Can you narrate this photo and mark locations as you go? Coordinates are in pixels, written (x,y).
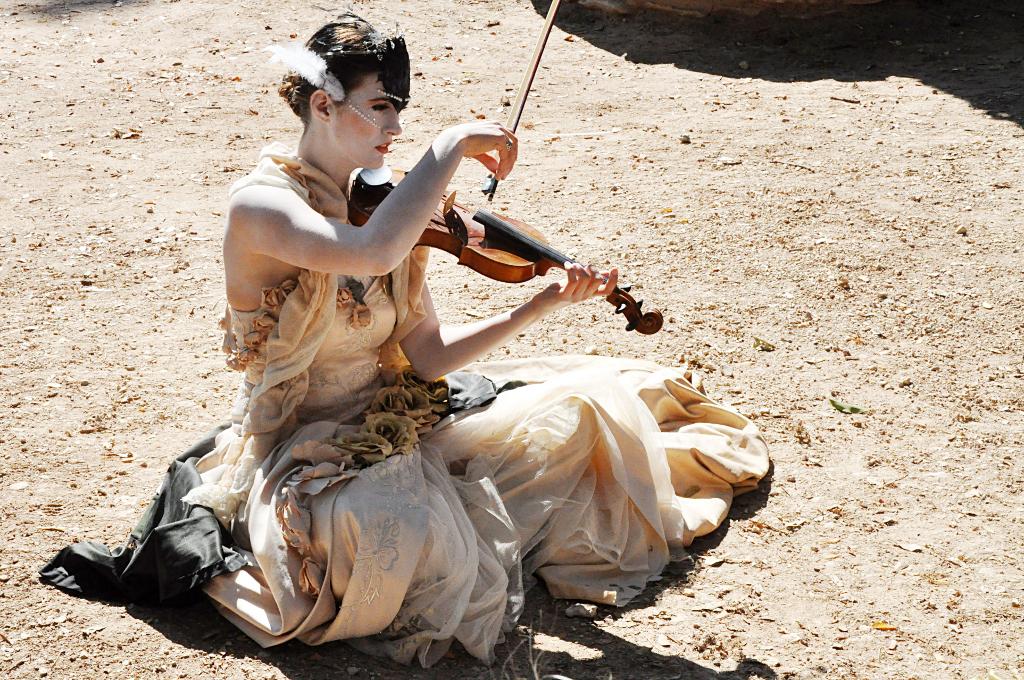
In this image we can see a lady (415,386) playing a violin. At the bottom of the image (837,586) there is ground (753,650).
